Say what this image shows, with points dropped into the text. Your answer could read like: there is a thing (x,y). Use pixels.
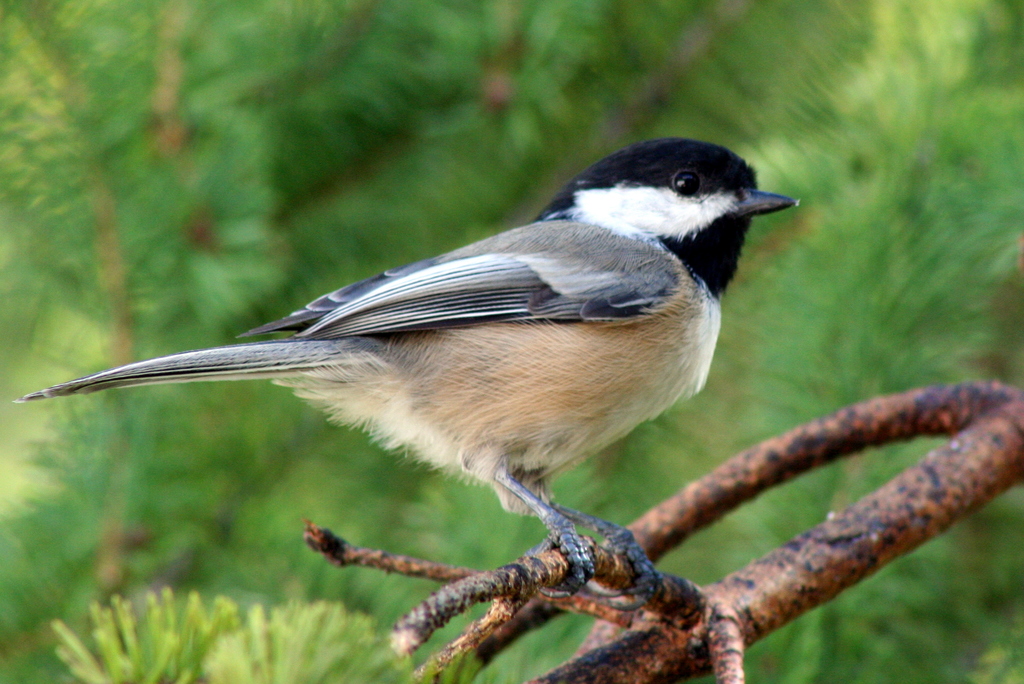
In this picture we can see a bird (676,146) on a branch (921,489) and in the background (804,77) we can see trees (664,96) and it is blurry.
